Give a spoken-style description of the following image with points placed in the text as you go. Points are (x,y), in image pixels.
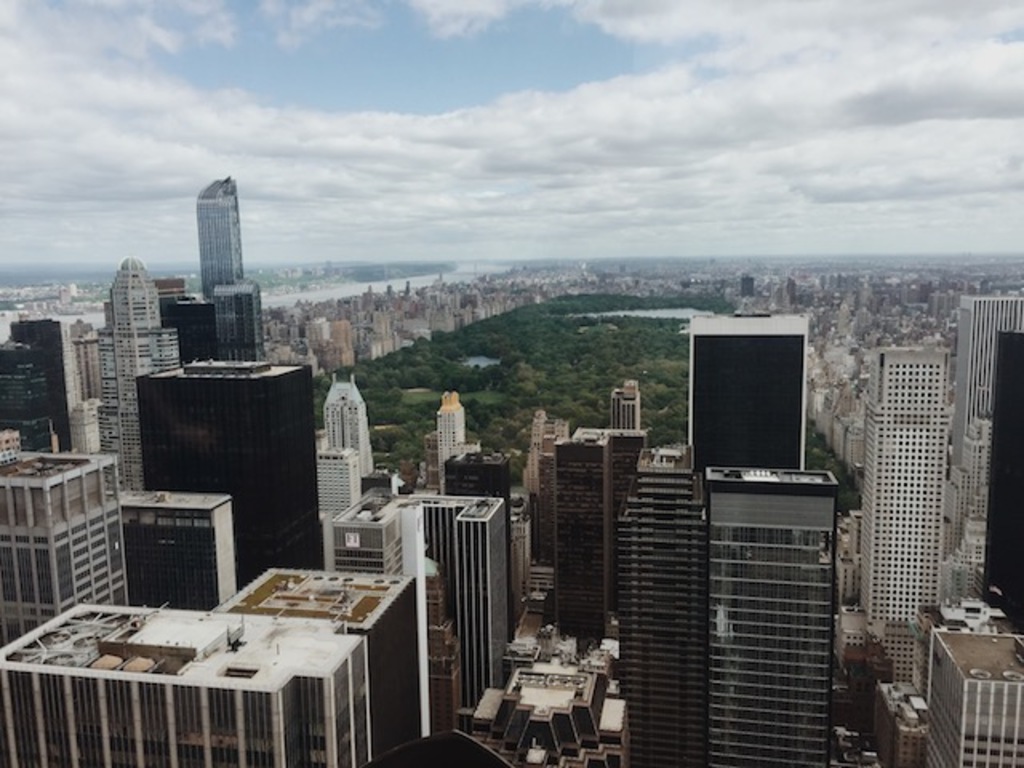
This is an aerial view image of a city (871,410), there are skyscrapers (723,644) all over the place with a park (597,387) in the middle (510,387) and above its sky (499,93) with clouds (664,135).
